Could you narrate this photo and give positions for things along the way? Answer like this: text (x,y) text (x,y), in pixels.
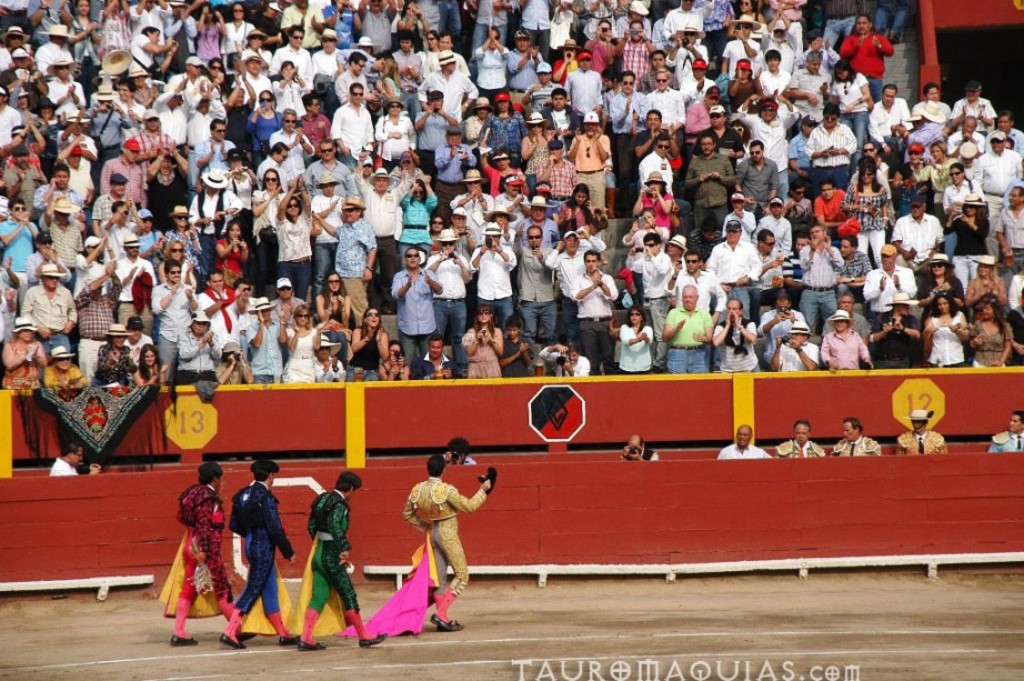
There are four persons (325,496) in different color dresses (426,495), walking on the sand (211,648) and there are white color lines (205,655). In the bottom right (765,658), there is a watermark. In the background (856,374), there are barricades (692,418) and there are persons (457,187).
